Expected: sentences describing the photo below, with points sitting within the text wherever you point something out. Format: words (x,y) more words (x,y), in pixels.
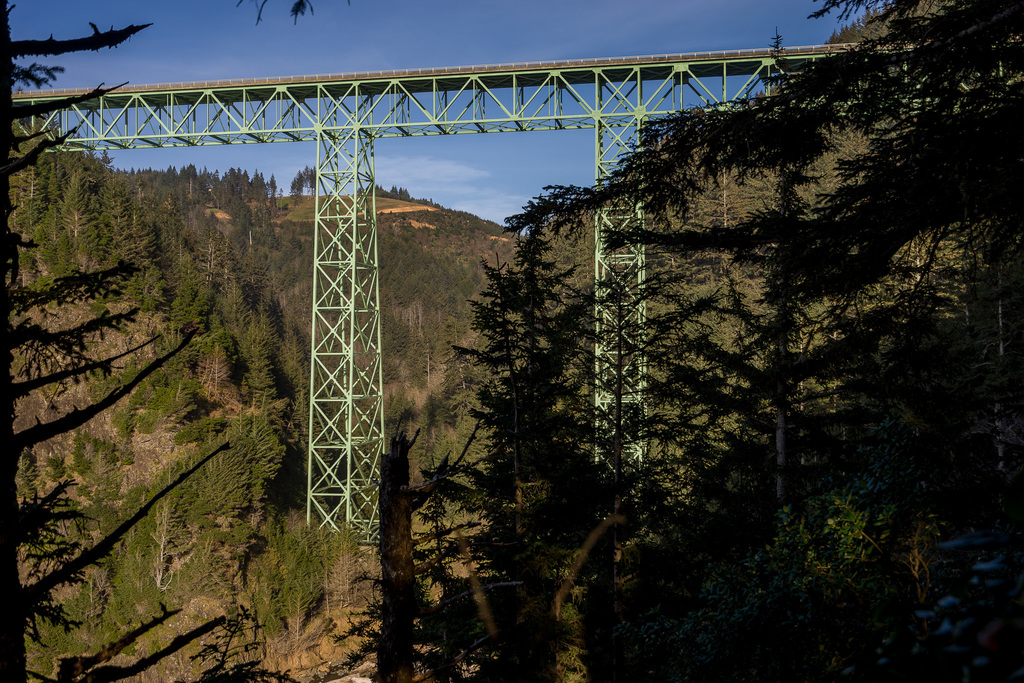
In the image there are hills (198,454) with trees (406,311). In between them there is a bridge (373,524) with towers (355,483) and fencing (287,93) of rods (638,96).
